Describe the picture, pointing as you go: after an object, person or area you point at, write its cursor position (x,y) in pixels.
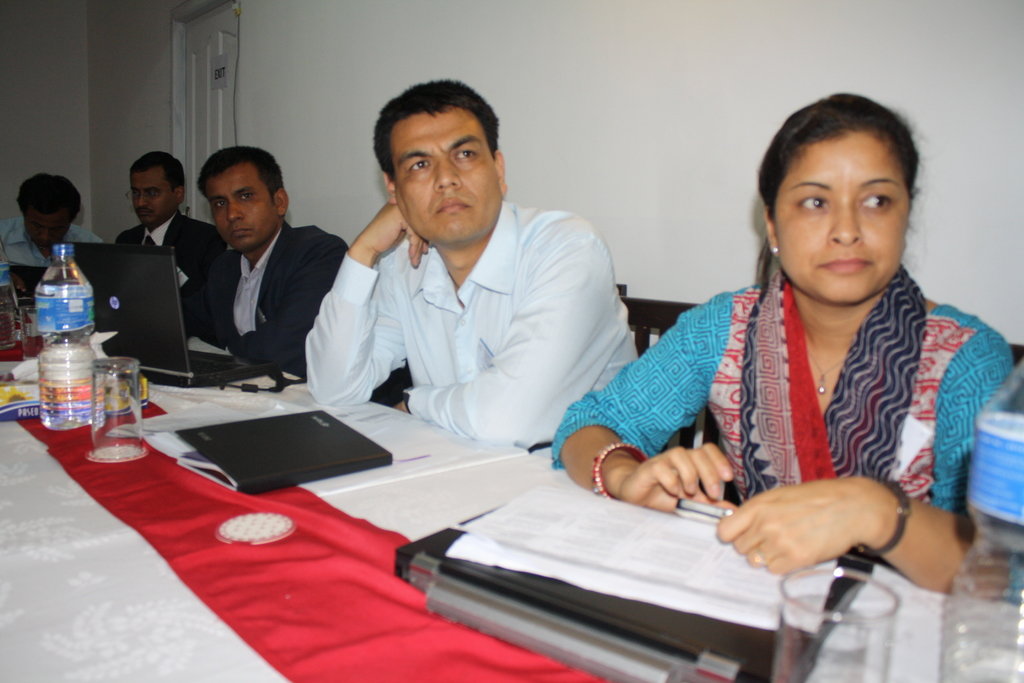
In this image, we can see people (504,248) sitting and on the table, there are books (261,482), bottles (86,398), glasses (831,638) and we can see laptops (121,326) and some other objects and a cloth (363,637) are placed on the table (262,511). In the background (169,24), there is a door (207,85) and there is a wall (627,63).
